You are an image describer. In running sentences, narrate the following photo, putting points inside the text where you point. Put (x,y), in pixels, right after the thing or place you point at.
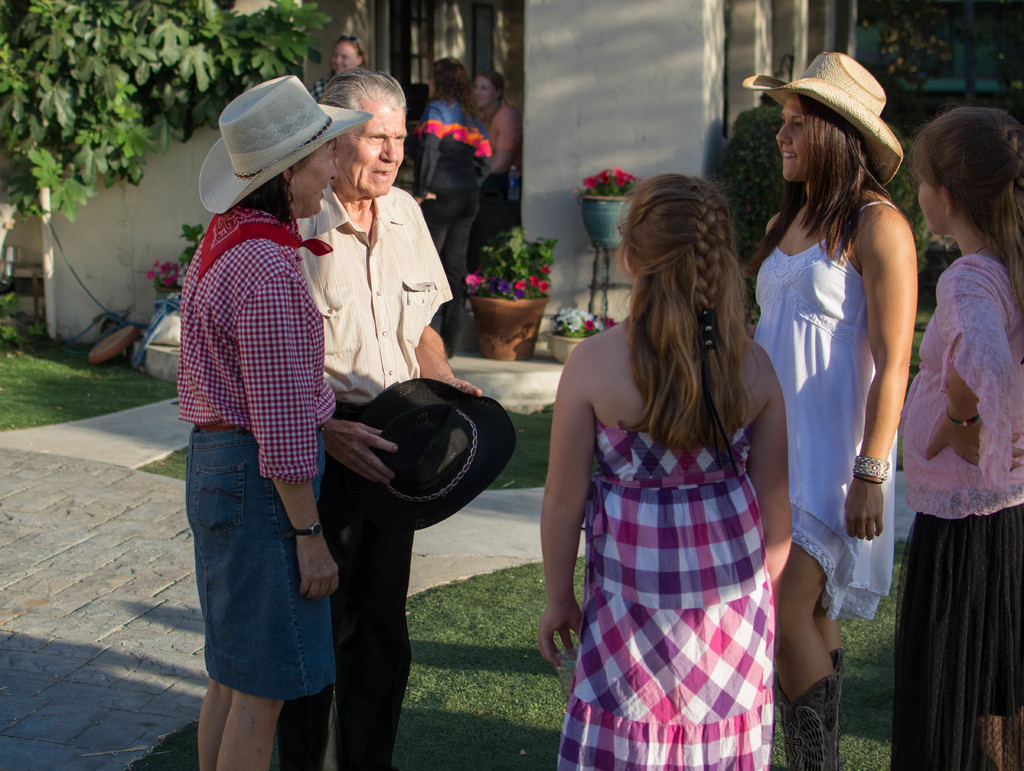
In this picture I can observe some people (413,322) standing on the ground (204,652). In the background (613,245) I can observe plant pots (517,284). In the top left side (90,50) I can observe a tree (123,83). In the background (581,77) there is a wall (604,90).
